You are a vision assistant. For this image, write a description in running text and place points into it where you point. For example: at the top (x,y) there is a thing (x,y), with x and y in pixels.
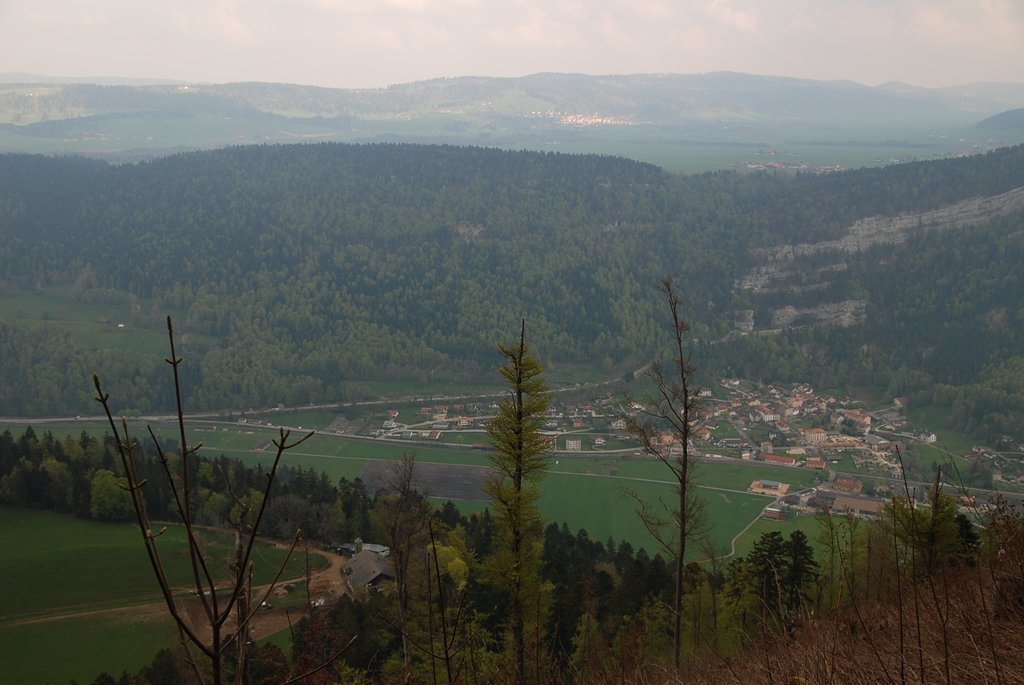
In the image we can see path (343,587), grass (298,570), trees (500,623), buildings (774,483), mountain (385,161) and a cloudy sky (326,11).
